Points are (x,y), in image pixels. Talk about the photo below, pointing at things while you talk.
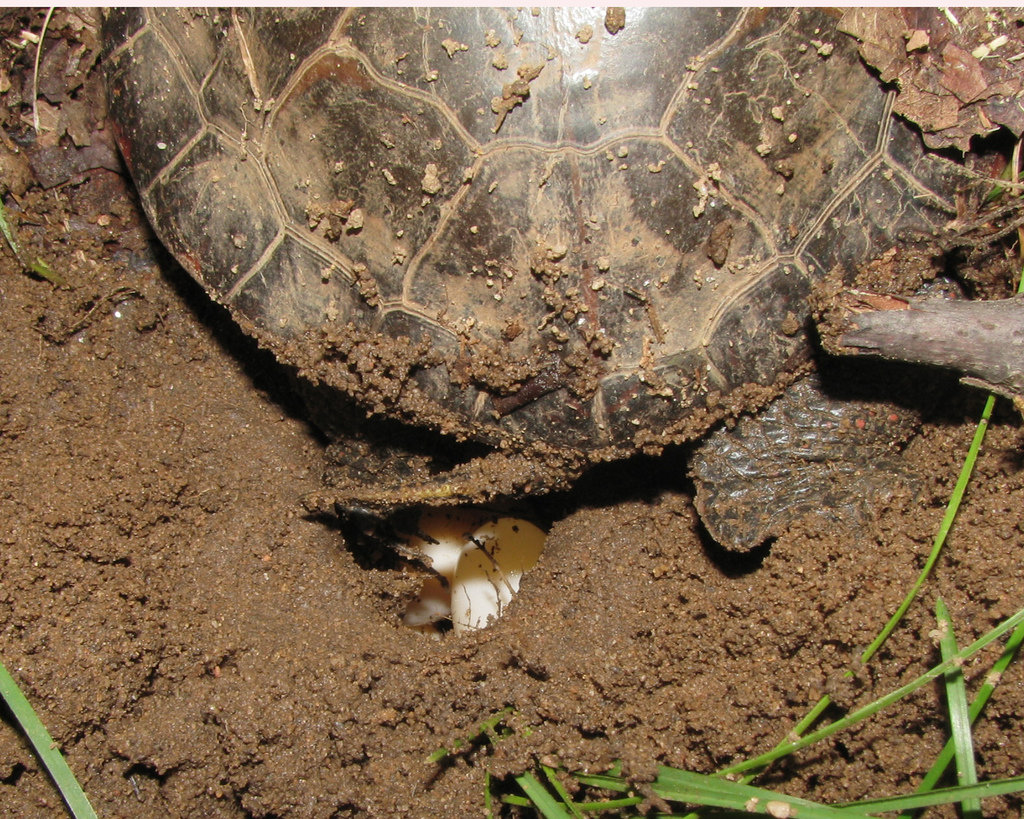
In this image we can see a turtle (785,354), grass (948,770) and soil (211,573).
